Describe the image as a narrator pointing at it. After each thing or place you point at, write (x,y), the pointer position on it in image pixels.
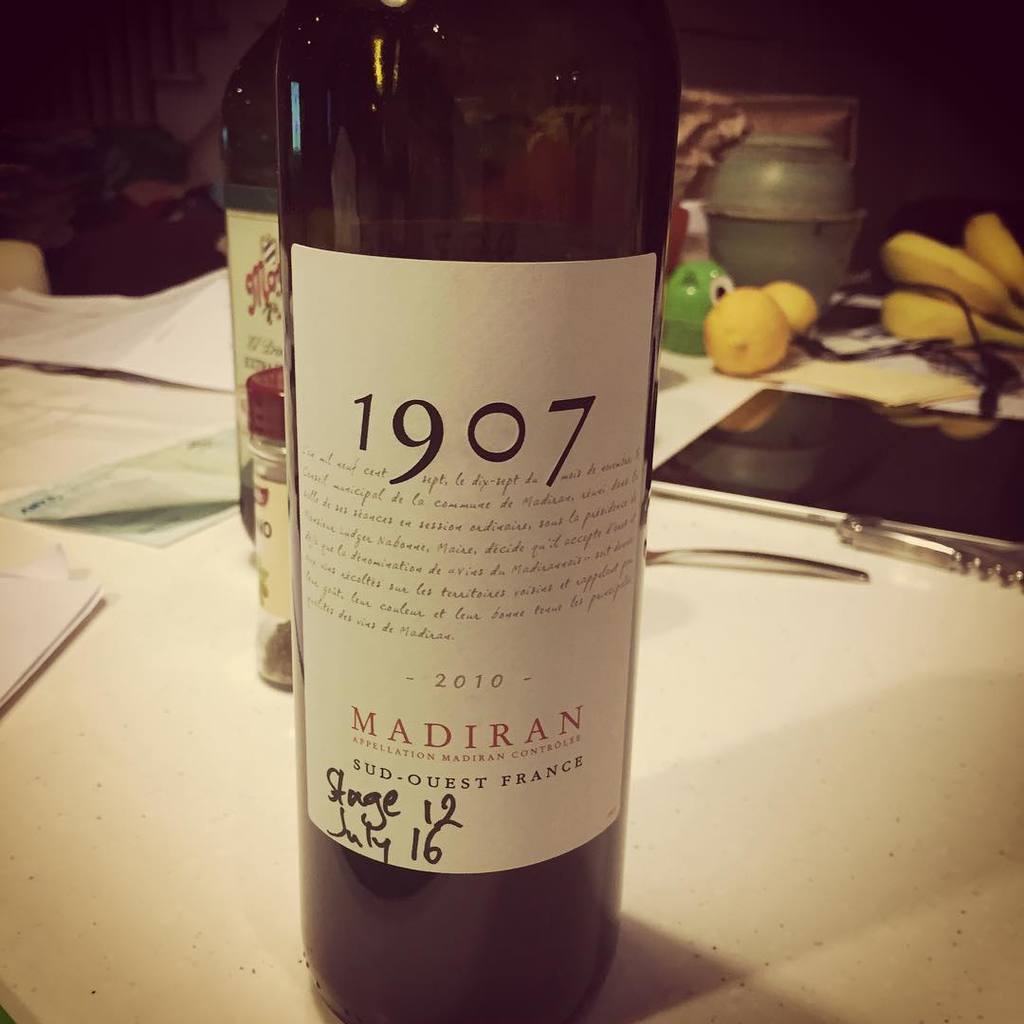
There are two bottles (249,108) in the image. In which it is labelled as MADIRAN 1907. These two bottles (516,527) are placed on table (240,808). On table (145,739) we can see some papers (96,487), mobiles (756,465), fruits (910,305), jar (848,209).
